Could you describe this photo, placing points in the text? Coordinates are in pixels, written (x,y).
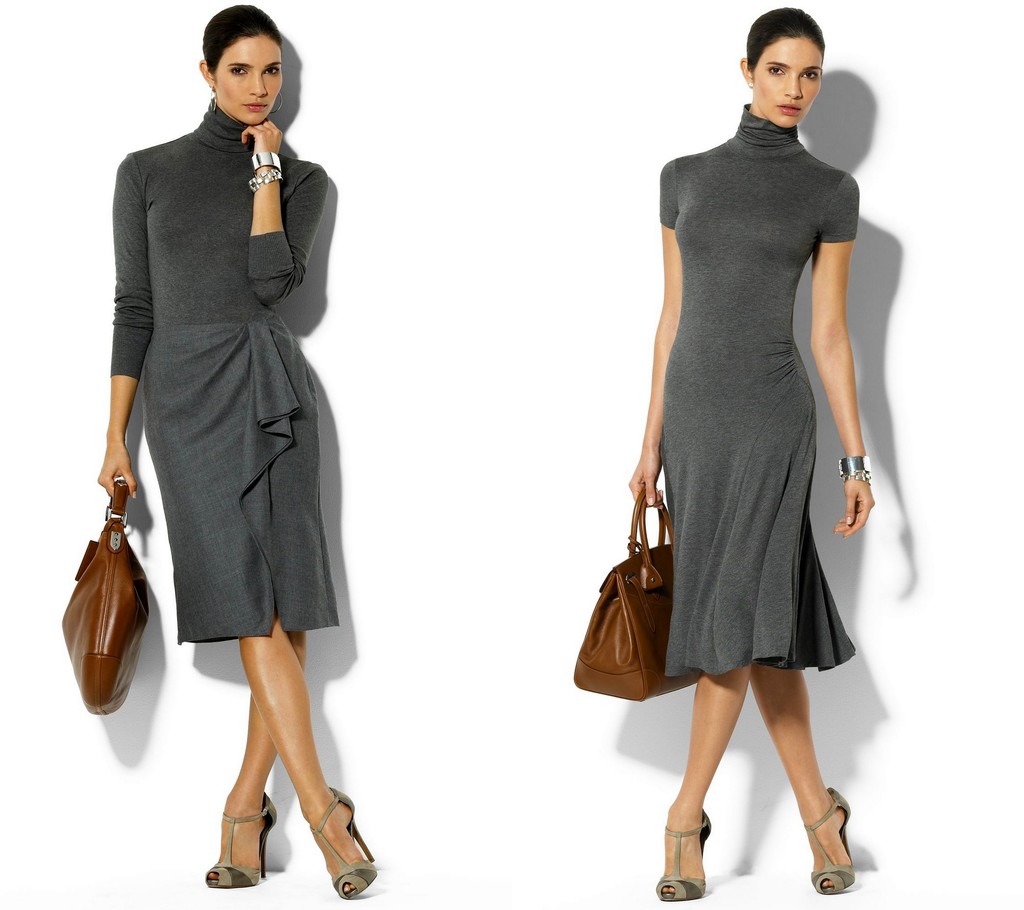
In the image there are two womans (742,303) wearing a grey color frock (747,552) and holding a bag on their right hands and standing.
